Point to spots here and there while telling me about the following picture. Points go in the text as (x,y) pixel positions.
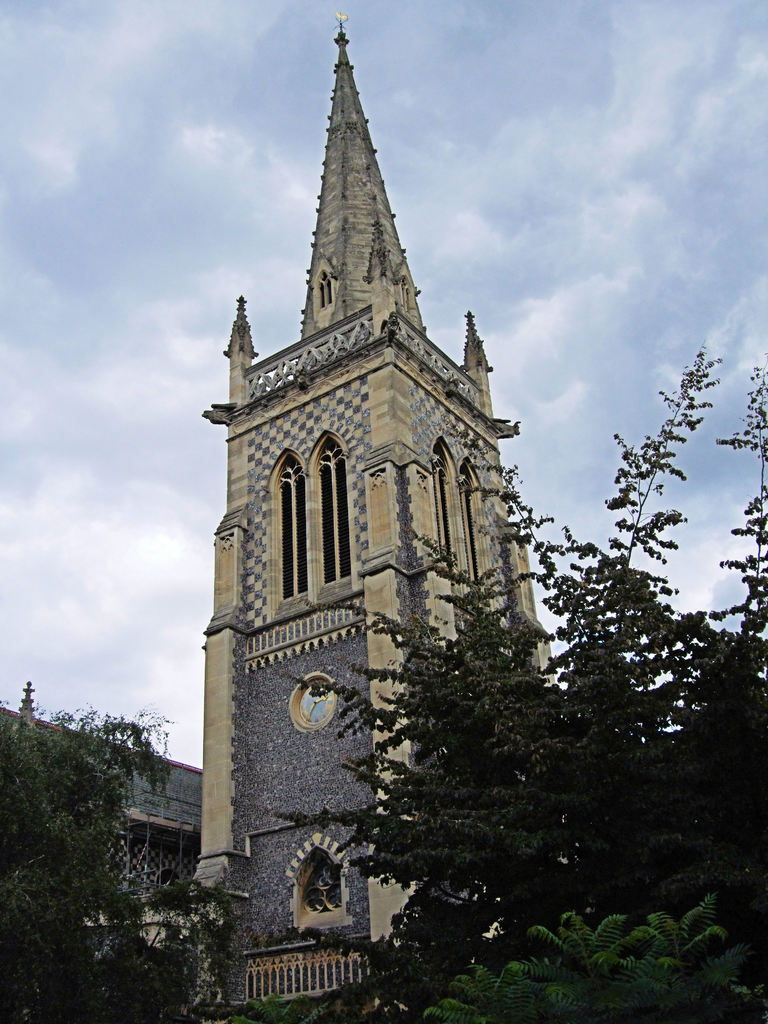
In this picture we can see trees (392,978), buildings (232,754) and a sky (65,455).
